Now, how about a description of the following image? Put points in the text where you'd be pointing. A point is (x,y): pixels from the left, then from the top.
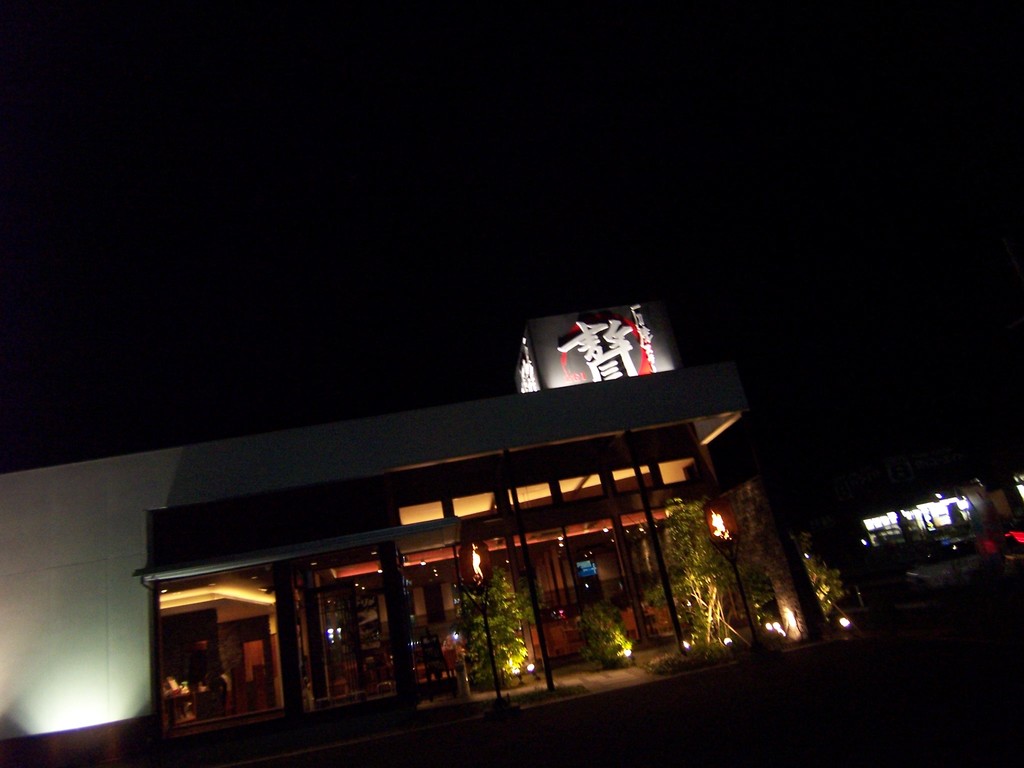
In front of the image there is a building (311,493) with glass doors (333,627) and windows (360,650), inside the building (388,625) there is furniture (429,648) and lamps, on top of the building (564,597) there is a name board (635,365) some text (589,365) and lights (560,379), beside the building (595,504) there are cars (949,560) parked in front of another building (929,524).
